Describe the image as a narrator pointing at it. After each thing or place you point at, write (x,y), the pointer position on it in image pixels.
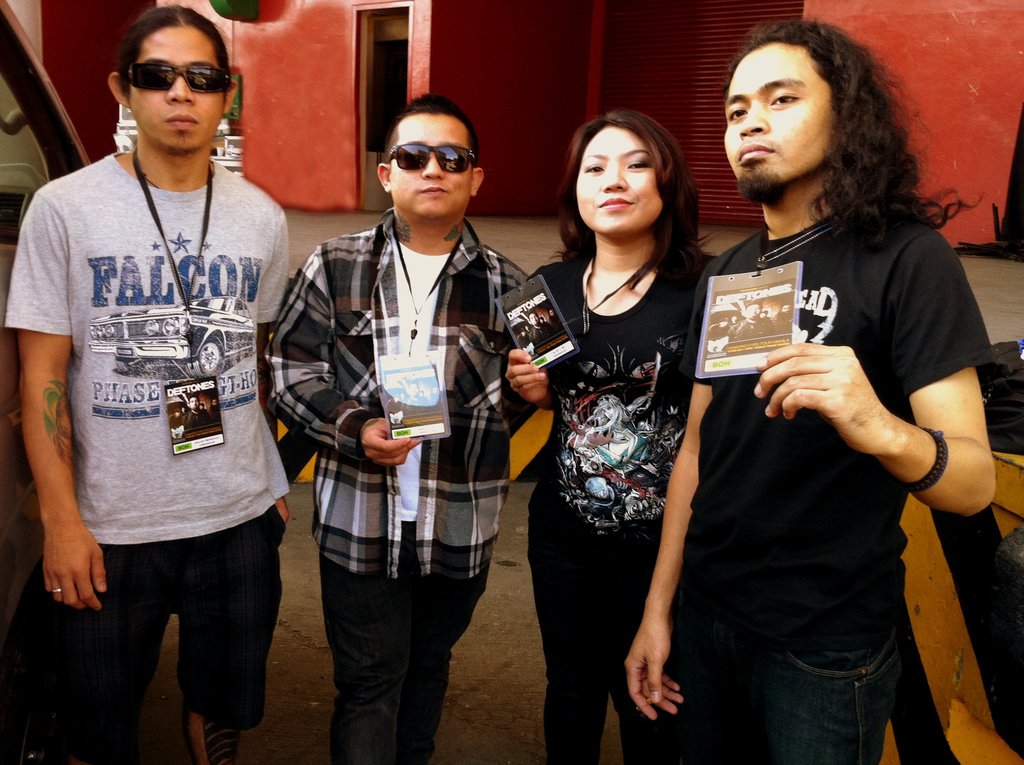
In the middle of the image (477,285) four persons (184,138) standing, holding tags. Behind them there is wall (982,15). Besides them there is a vehicle (30,472).
